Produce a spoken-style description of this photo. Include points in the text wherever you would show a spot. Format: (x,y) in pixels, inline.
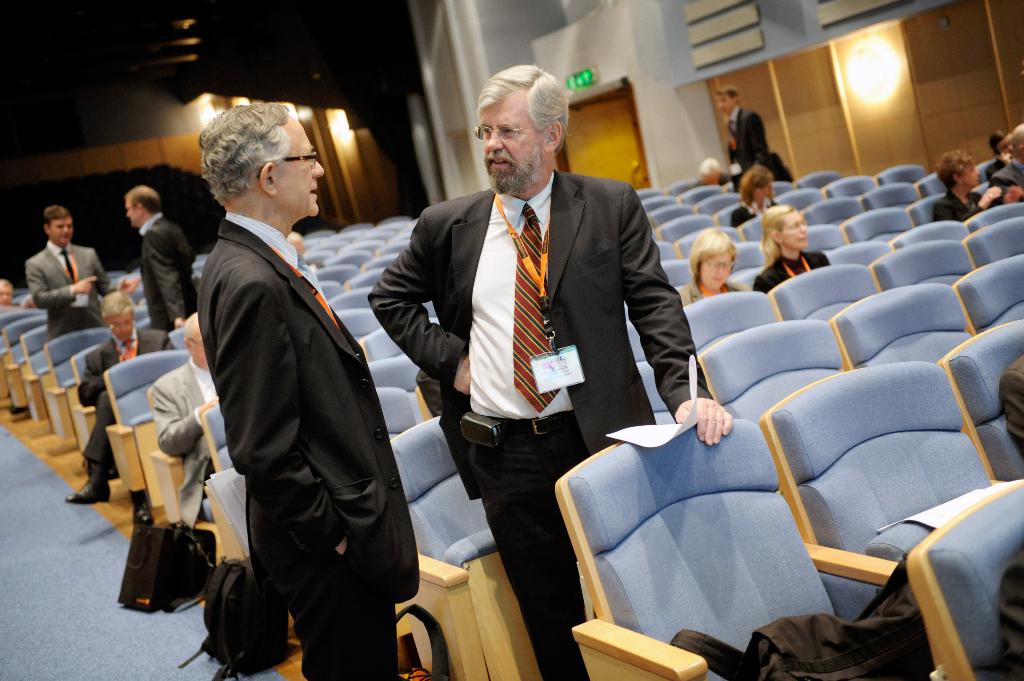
In this image I can see group of people (543,332) standing. In front (300,422) the person (362,449) is wearing black blazer (274,271), white shirt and the person (606,376) at right (701,388) holding few papers (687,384). I can also see few persons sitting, background (651,11) I can see the wall (536,36) in gray color.
